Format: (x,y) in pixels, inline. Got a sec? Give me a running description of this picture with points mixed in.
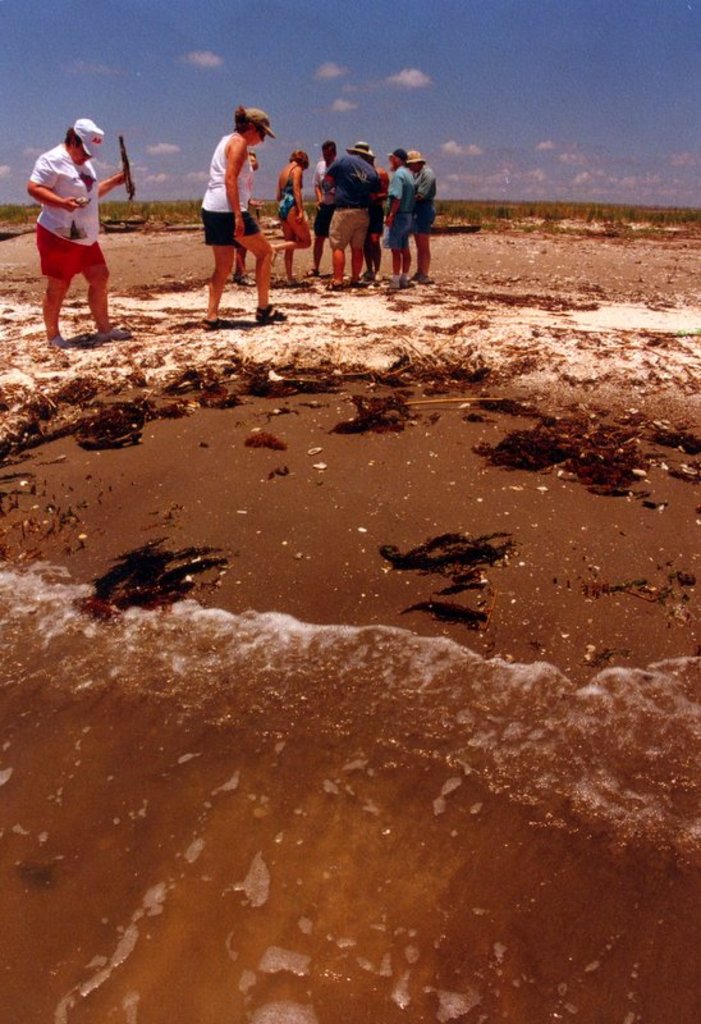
In this image we can see some persons (342,267) wearing shorts (206,219), standing at the seashore (158,393) and some are holding some things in their hands (388,225) and at the background of the image (509,223) we can see some plants (457,209) and clear sky (554,25).
